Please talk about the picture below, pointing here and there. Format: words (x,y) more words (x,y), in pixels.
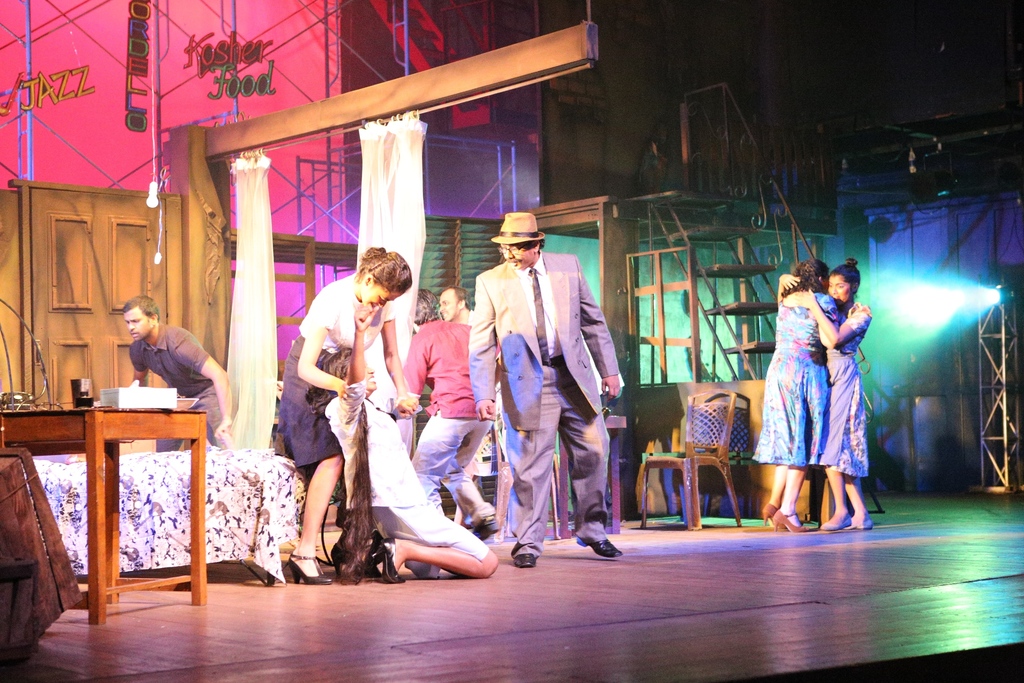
In the picture we can see some people (786,305) are doing an act on the stage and in the background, we can see some things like door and some curtains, steps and some chair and a table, on the table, we can see something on it and to the side we can see a focus light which is blue in color.
